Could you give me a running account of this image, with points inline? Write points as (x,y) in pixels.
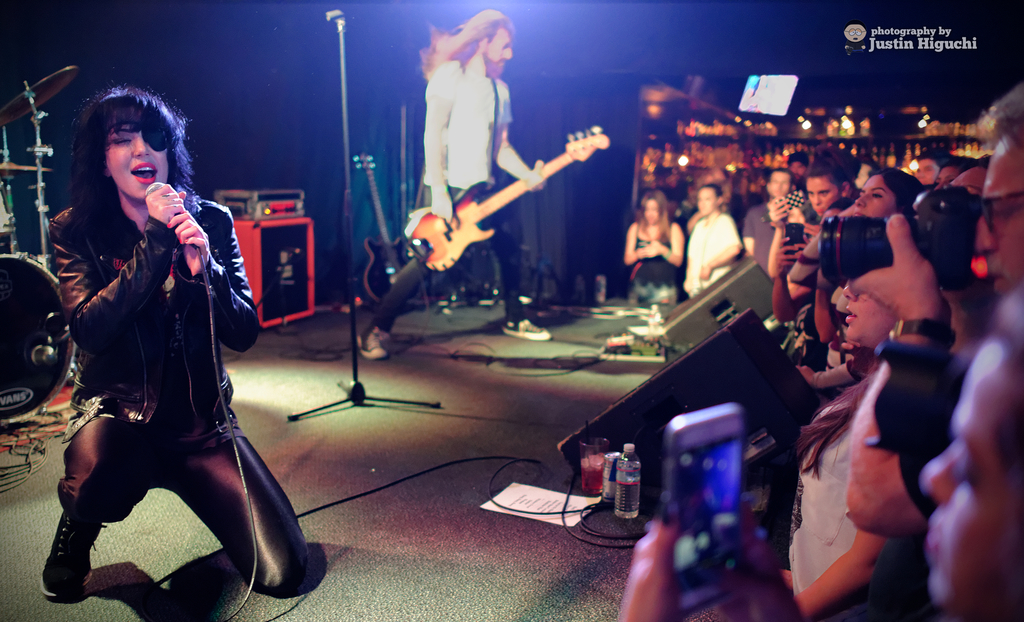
In this image there are group of people (125,448). On the stage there is a woman (94,374) singing and other person (461,180) is playing a guitar (423,245).
